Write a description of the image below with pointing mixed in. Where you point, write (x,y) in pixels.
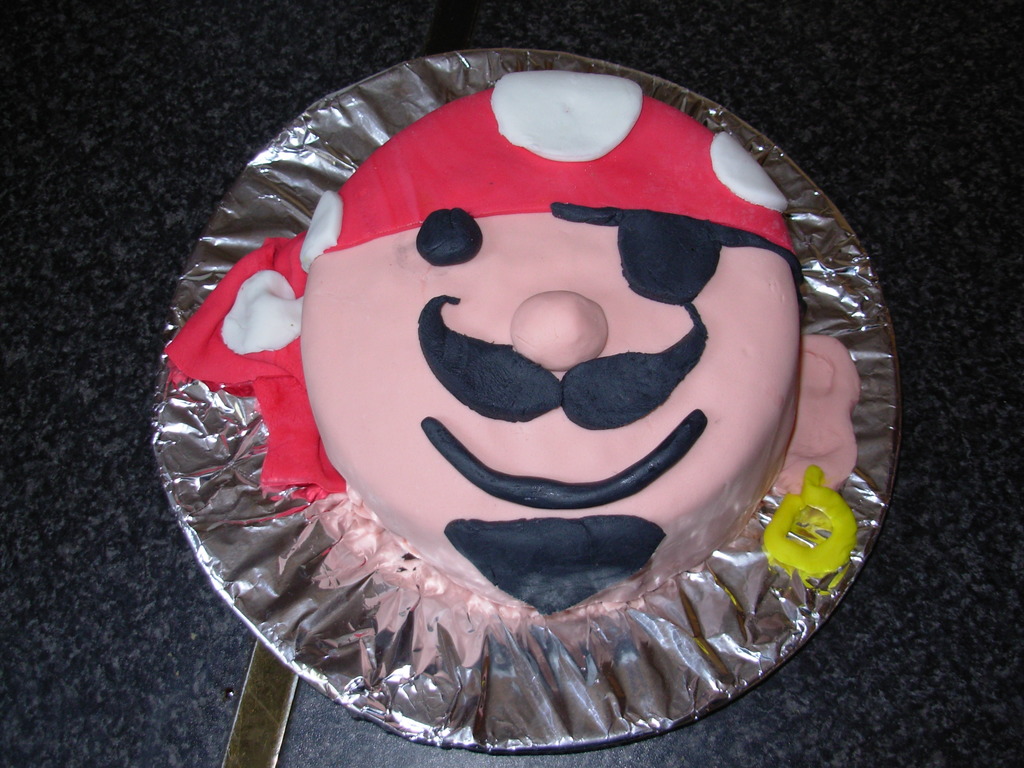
In this image, this looks like a cake (717,425), which is placed on the plate (257,457). This looks like a silver foil paper (273,592). I think this is a table (999,487).
